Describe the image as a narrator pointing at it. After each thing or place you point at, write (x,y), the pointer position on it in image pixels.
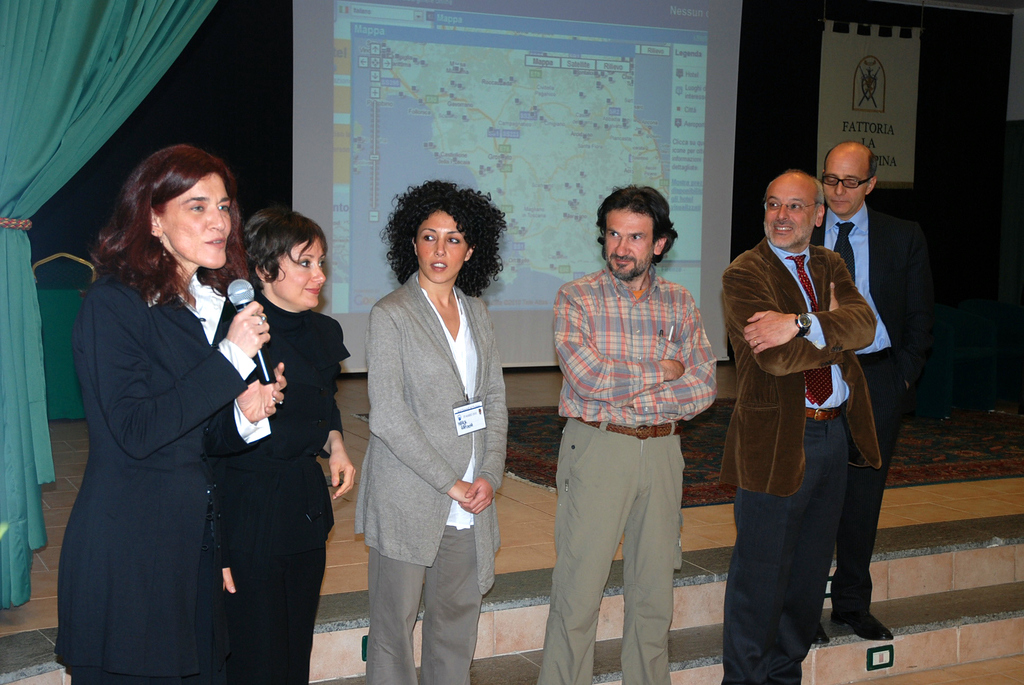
In the background (378,59) we can see projector screen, board (900,93) and objects (947,367). In this picture we can see a curtain (93,104), stairs (1014,546) and people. We can see a mat (960,456) on the floor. On the left side of the picture (189,155) we can see a woman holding a microphone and talking.
